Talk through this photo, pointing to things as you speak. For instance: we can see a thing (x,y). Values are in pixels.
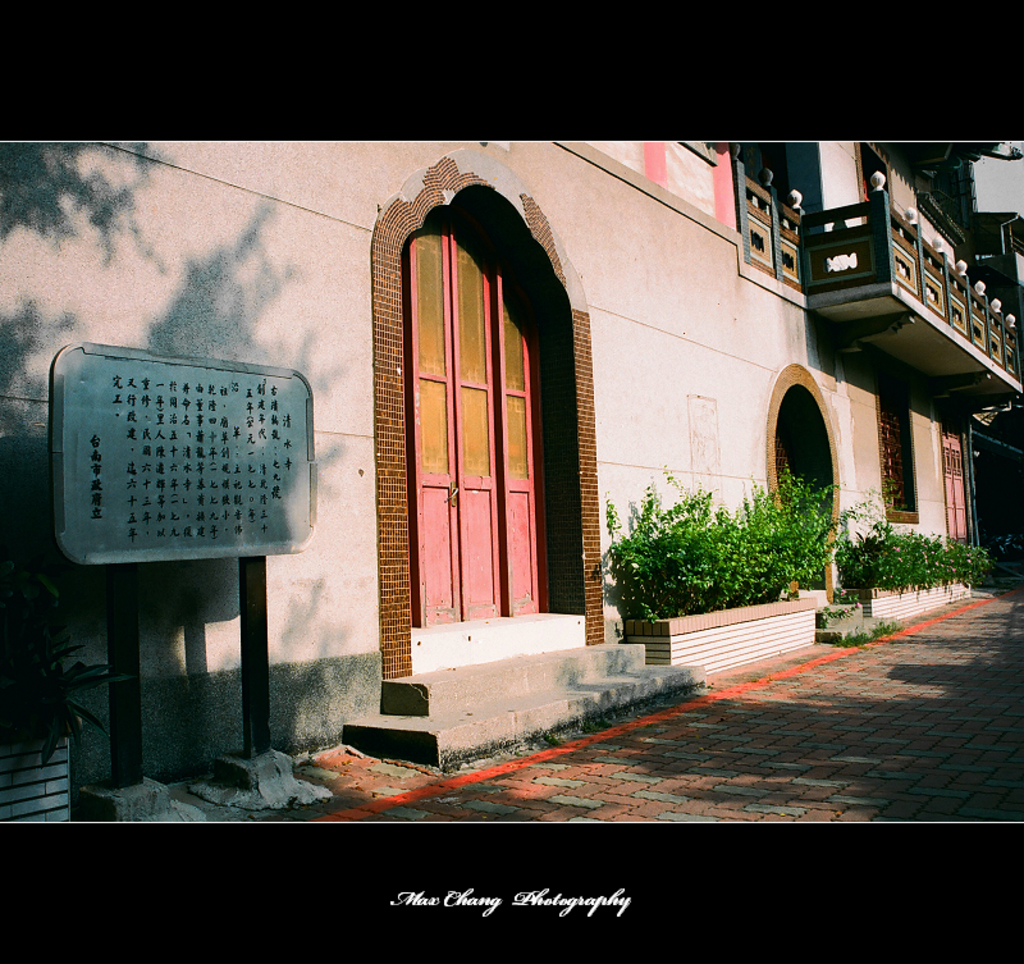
In this image in the middle (532,440), there is a house (548,435) on that there are doors (519,520), windows (866,162), plants (769,541). On the left (211,557) there is a board (204,514). At the bottom (684,763) there is a floor (825,741) and text (536,902).
